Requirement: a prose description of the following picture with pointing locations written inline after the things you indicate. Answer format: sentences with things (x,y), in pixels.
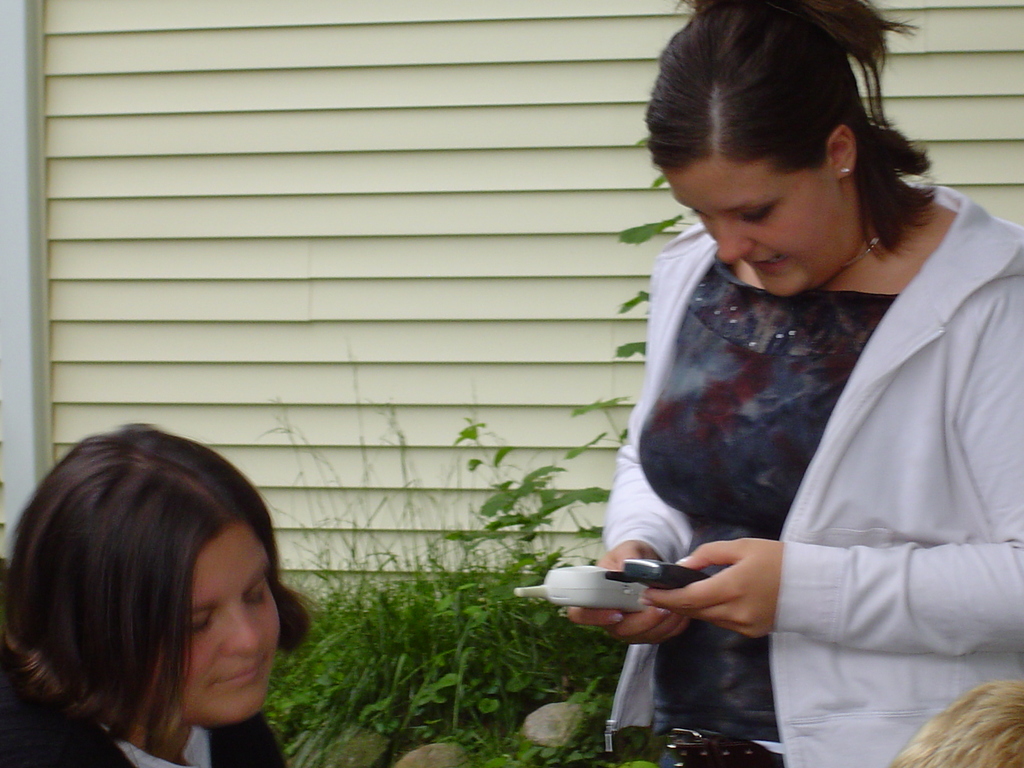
In this image we can see this woman (640,688) wearing sweater (636,684) is standing and holding two mobile phones (677,577) in her hand (773,631). Here we can see another person (146,656). In the background (372,754), we can see grass (404,692), stones (343,746) and the wall (318,135).
